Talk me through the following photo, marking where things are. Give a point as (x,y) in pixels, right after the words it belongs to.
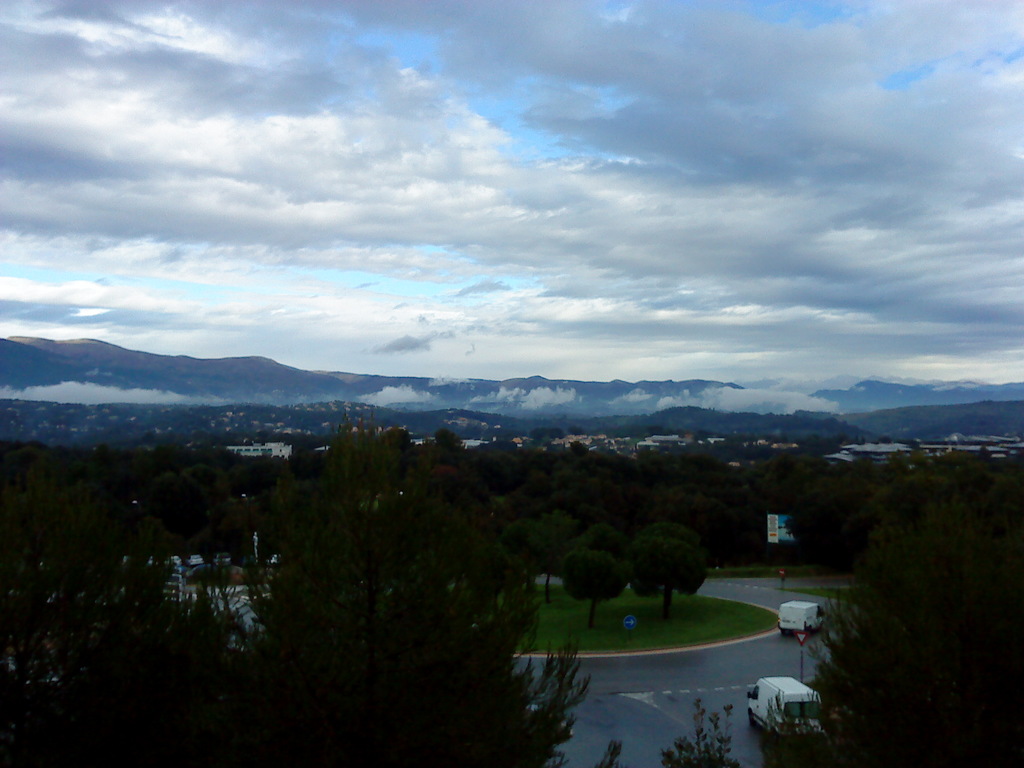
In this picture I can see vehicles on the road (789,641), there are poles (800,661), trees (633,497), buildings (1009,440), hills (648,390), and in the background (610,277) there is sky (604,202).
